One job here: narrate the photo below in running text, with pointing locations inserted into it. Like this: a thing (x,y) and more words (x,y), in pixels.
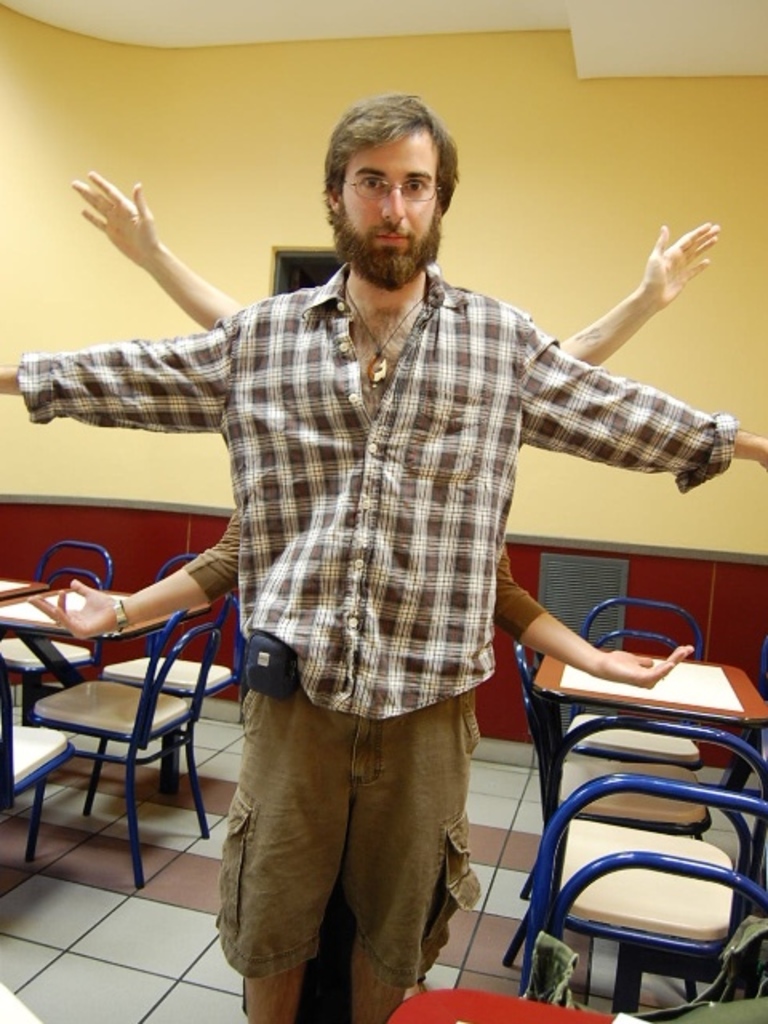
This image consists of tables (571,694) and chairs (585,819). There are people (256,553) in the middle (432,586), who are stretching their arms (231,544).
